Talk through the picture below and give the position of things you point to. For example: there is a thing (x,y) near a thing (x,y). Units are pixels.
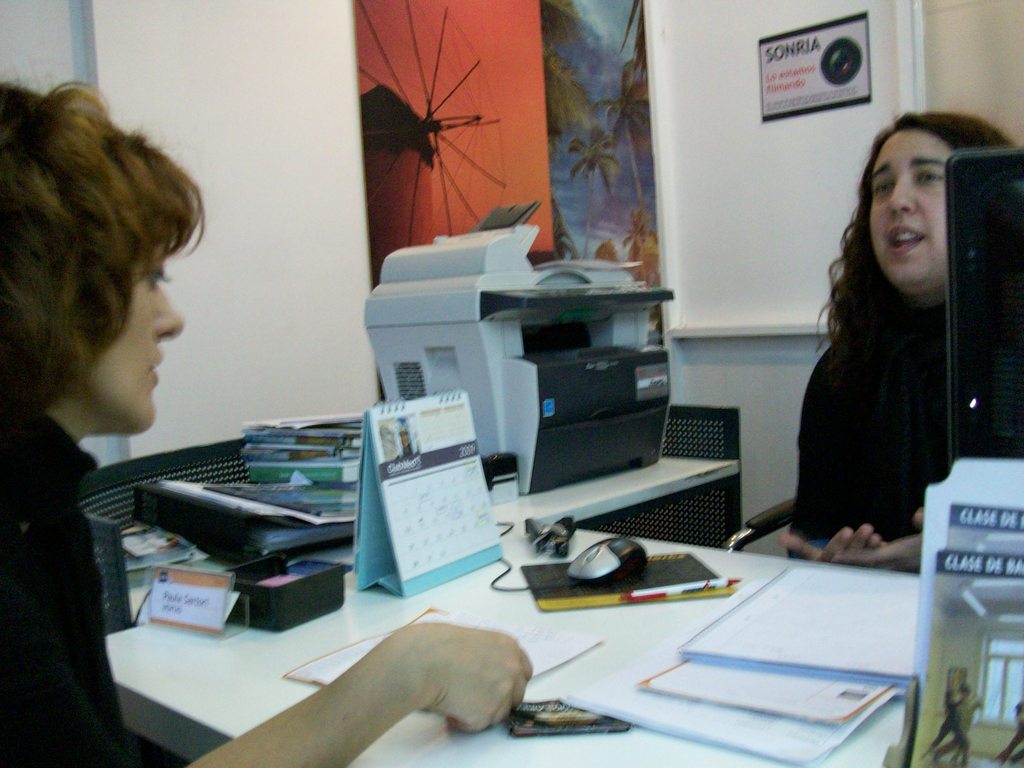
In this picture we can see 2 women (280,767) sitting in front of each other on the chairs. On the table (147,712) we have a printer (530,396), a calendar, a mouse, files (721,633), papers (864,699), etc. In the background (466,111) we can see stickers (763,121) on the wall (673,46).
